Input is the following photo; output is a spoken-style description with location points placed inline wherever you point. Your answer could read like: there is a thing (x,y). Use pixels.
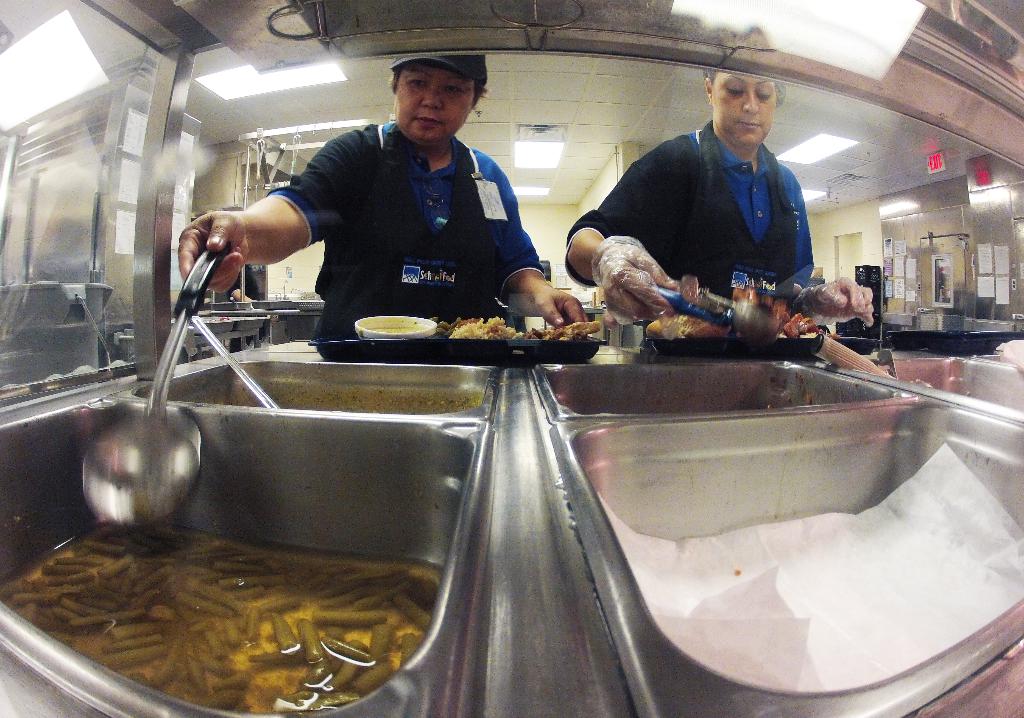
In this image there is a glass (15,229) in which we can see metal objects (130,263) on the left corner (54,183). There are posters (1001,261) on the wall (948,208) in the right corner (998,292). There is a food (134,559) in the steel vessels (423,535), there are people (382,297), there is food (778,324) on the plate (590,344). There are lights (18,65) on the roof (546,108) at the top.
